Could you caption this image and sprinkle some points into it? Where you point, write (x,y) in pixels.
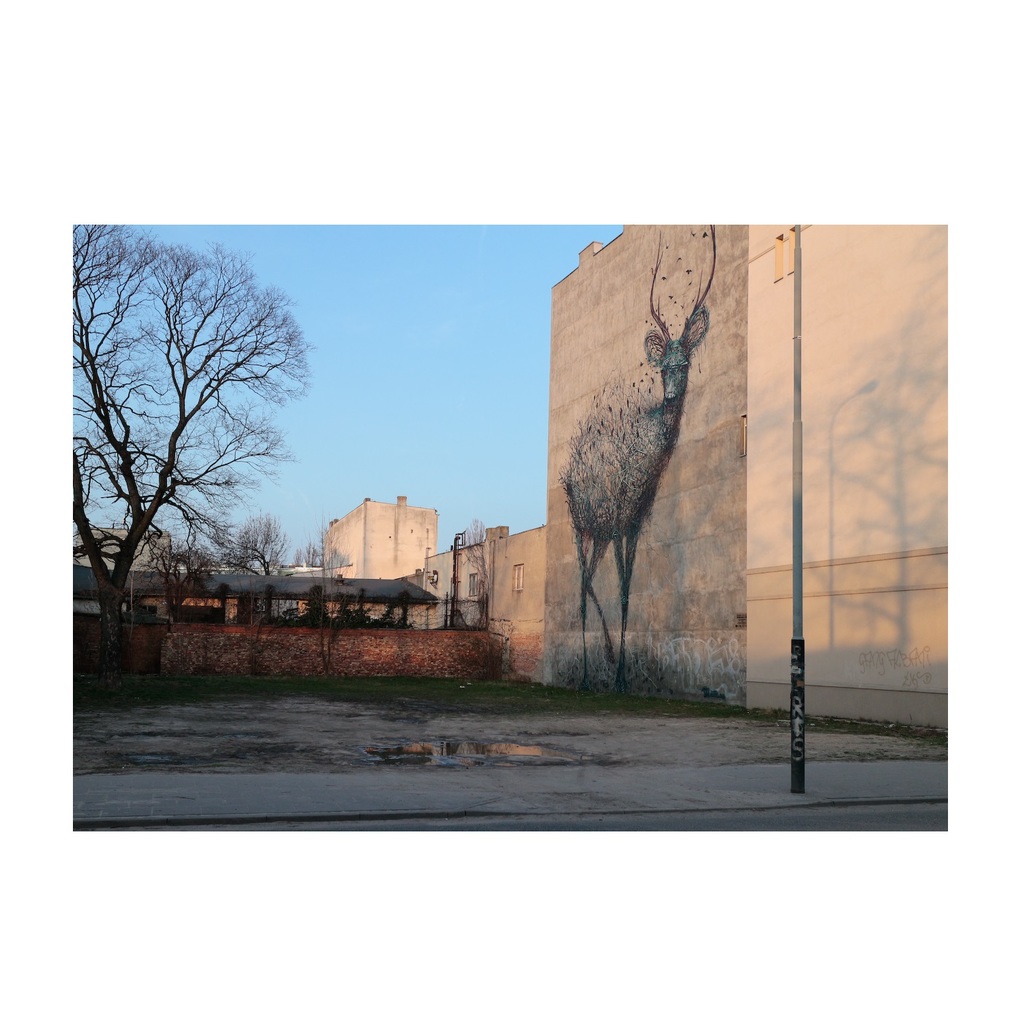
In this image, we can see the wall (620,351) with some art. We can see the ground (447,716) and a pole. We can see some grass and houses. There are a few trees (224,544). We can also see the sky (428,347).
